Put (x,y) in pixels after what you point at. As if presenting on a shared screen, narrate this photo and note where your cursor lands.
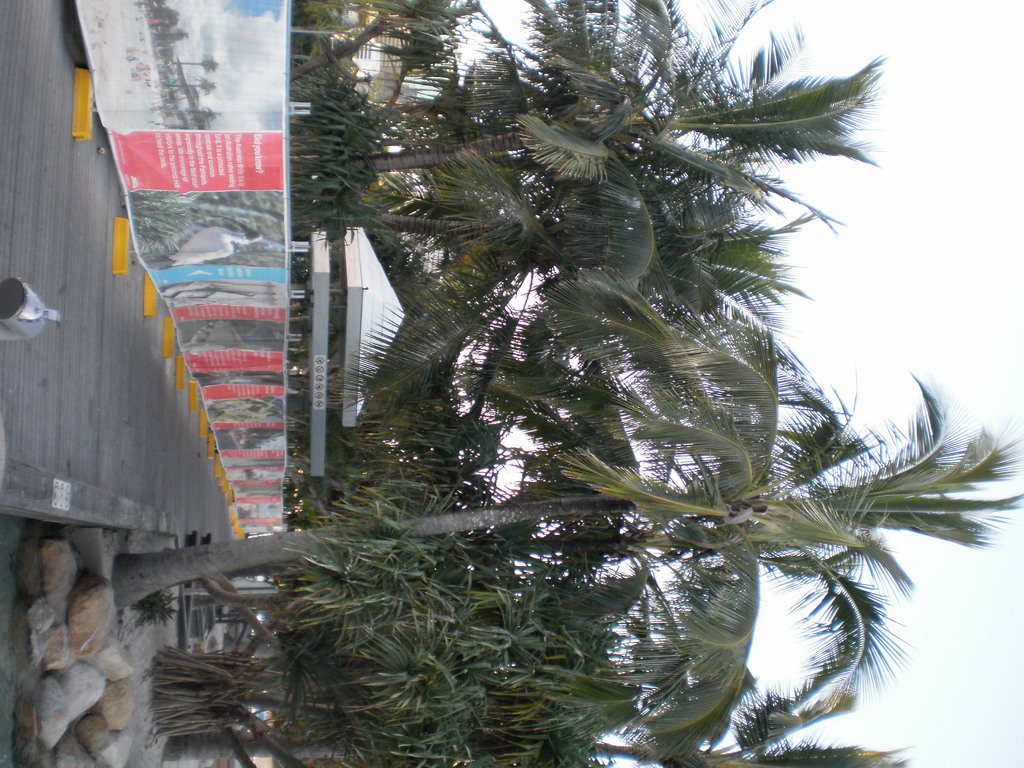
In this image we can see walking path (61,297), advertisements (253,397), rocks (84,689), sand (140,680), trees (205,563), buildings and sky (895,148).
